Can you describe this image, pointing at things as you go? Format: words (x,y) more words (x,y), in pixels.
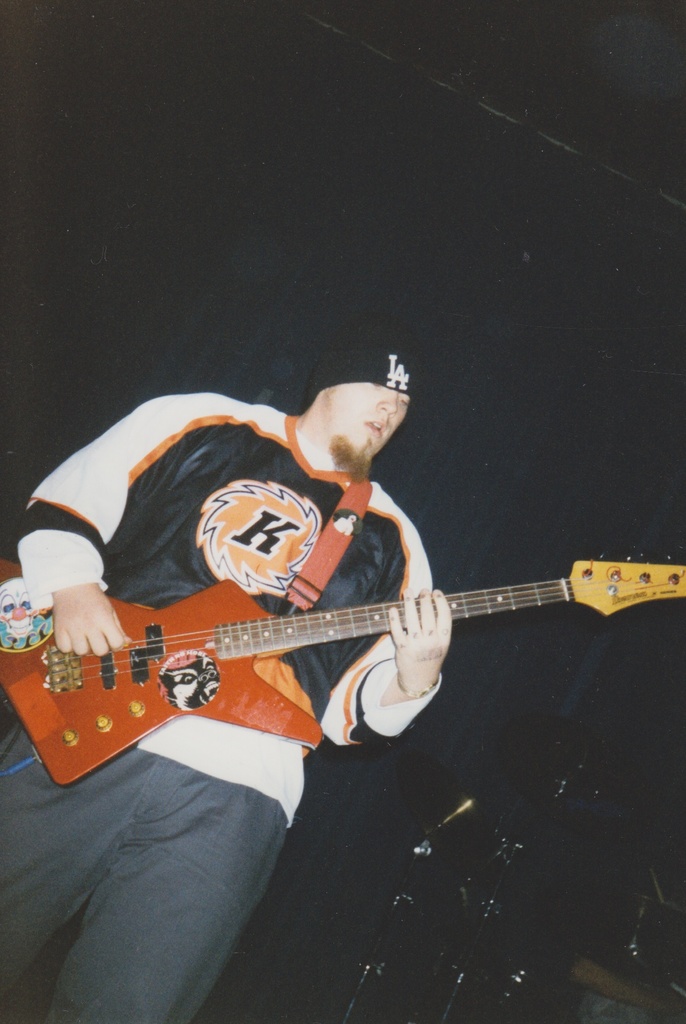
This man (264,410) is playing a guitar (68,688) and wore t-shirt (377,558).
